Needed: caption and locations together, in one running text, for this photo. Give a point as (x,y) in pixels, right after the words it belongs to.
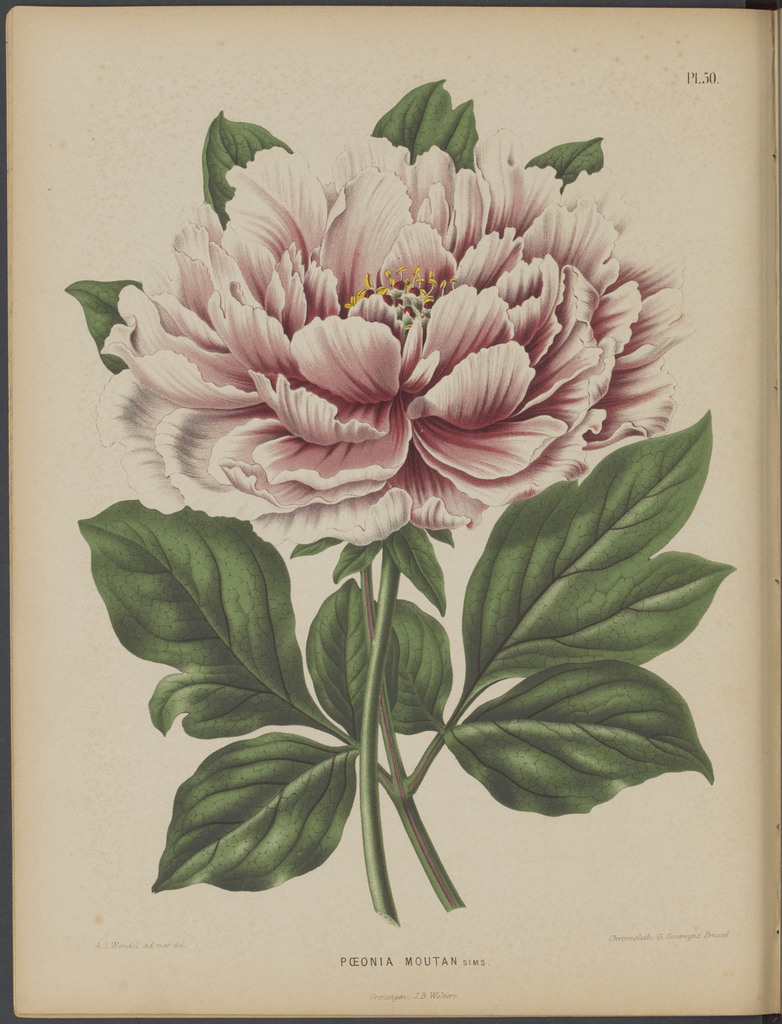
In this image there is a drawing picture of a flower (349,406) with some leaves (362,664) as we can see in the middle of this image (508,570). There is some text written in the bottom of this image (405,980).
